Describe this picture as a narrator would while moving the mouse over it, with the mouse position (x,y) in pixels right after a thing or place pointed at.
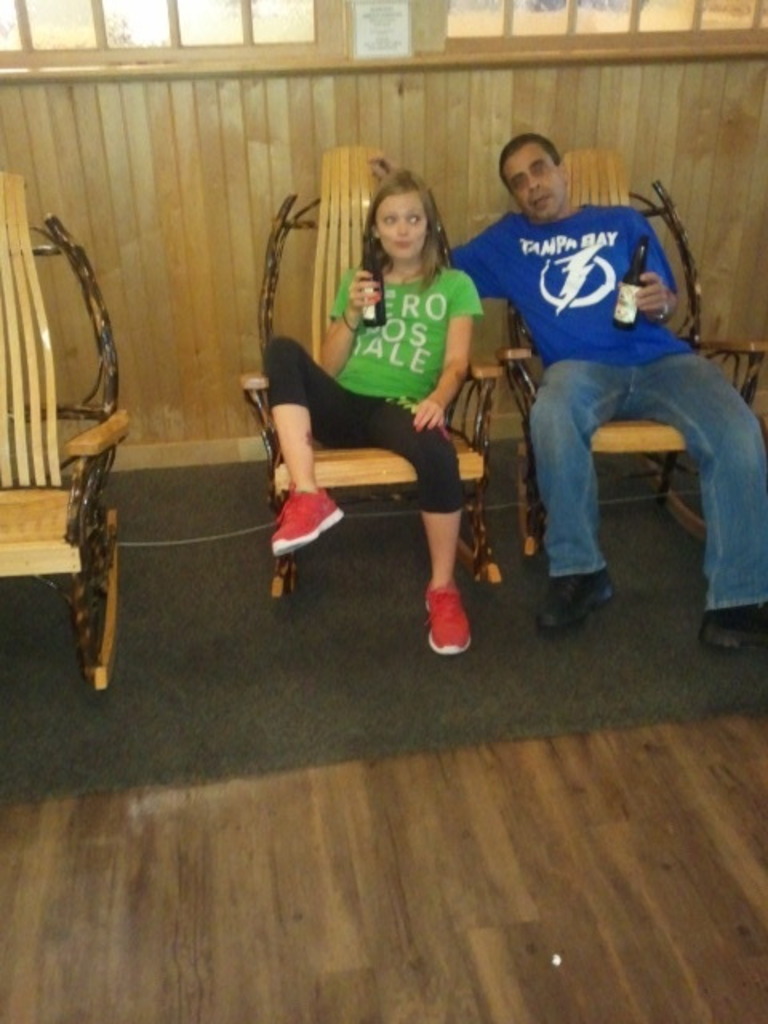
There are two person (481,235), who are sitting on a wooden chair (346,195). On the right (554,254) there is a person (600,276), who is wearing a blue shirt (554,298) and holding a beer bottle (632,300). On the left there is a women (435,285) who is wearing a green t-shirt (390,351) and red shoe (303,517). And she is holding a beer bottle (372,264). On the background (645,82) we can see a wooden wall (362,97) and a window (532,18).
